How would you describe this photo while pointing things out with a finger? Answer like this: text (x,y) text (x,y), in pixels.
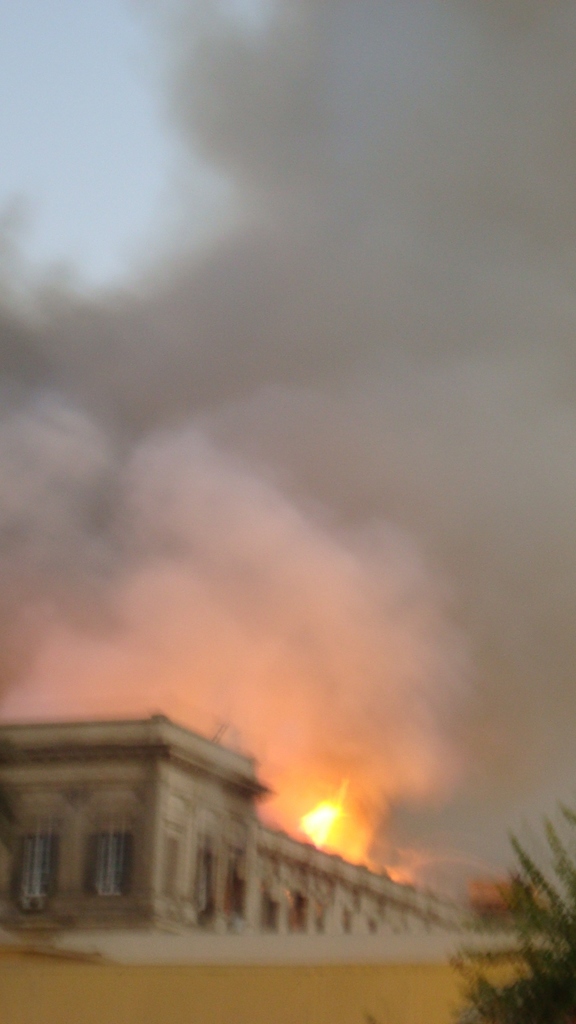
In this image we can see one big building (149,861), one tree (564,1017), a wall (195,1006), fire (354,854) with smoke (491,761) and at the top (99,41) there is the sky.
